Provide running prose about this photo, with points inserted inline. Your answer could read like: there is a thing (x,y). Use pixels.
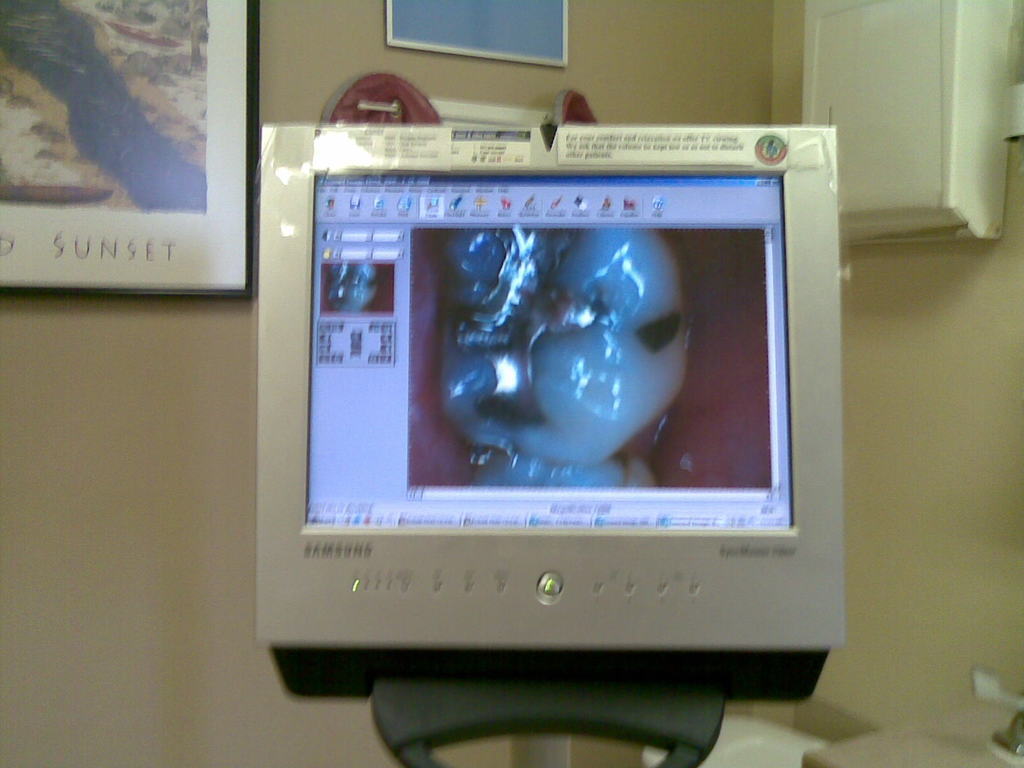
This picture shows a monitor (261,199) and we see couple photo frames (443,9) on the wall (30,318).
